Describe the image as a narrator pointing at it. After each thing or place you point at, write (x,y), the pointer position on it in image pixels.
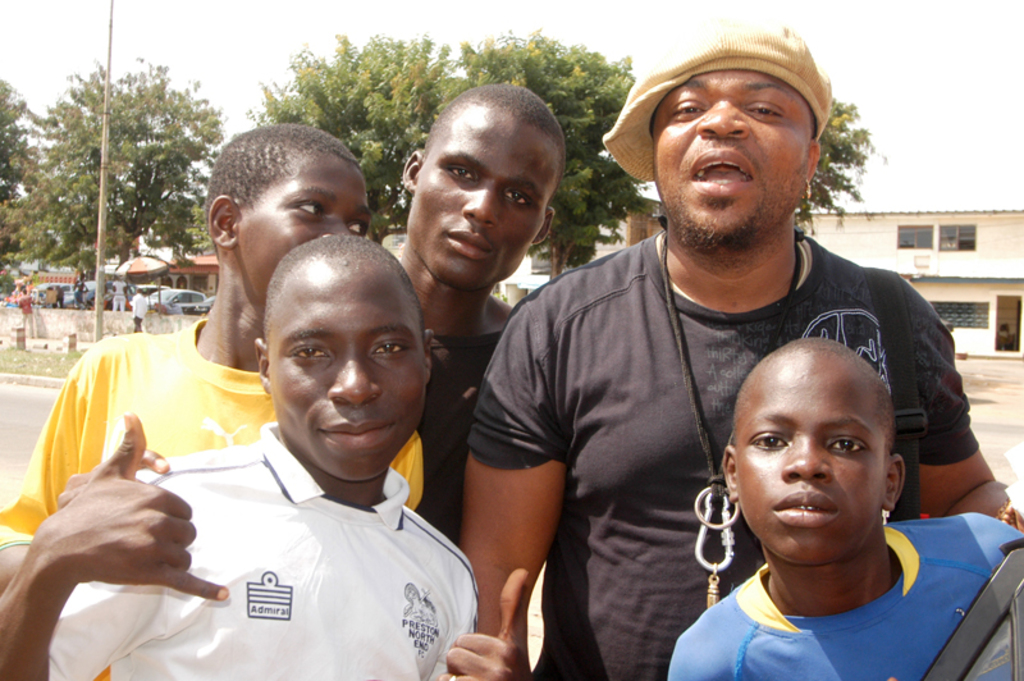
In this image we can see some group of persons (353,406) standing and posing for a photograph and in the background of the image (17,198) there are some trees (176,252), electric pole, there are some houses (68,273), vehicles (152,302) which are parked and top of the image (910,169) there is clear sky (893,39).
